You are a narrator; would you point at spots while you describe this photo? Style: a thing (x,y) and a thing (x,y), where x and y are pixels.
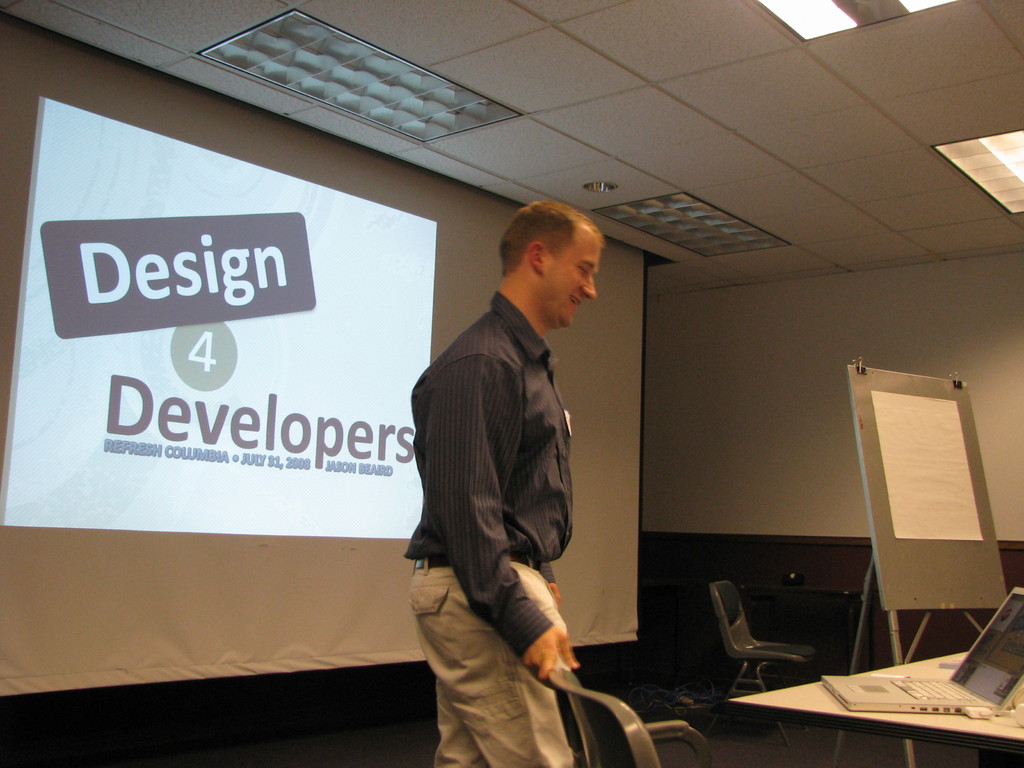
In this image I can see the person (457,463) wearing the black and ash color dress (512,526). In-front of the person (468,488) I can see the table (897,723). On the table (918,723) there is a laptop (902,702). To the side of the table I can see the board (975,592) and the chair (726,631). In the background (177,341) I can see the screen (332,280). I can see some lights (822,13) in the top (799,20).
